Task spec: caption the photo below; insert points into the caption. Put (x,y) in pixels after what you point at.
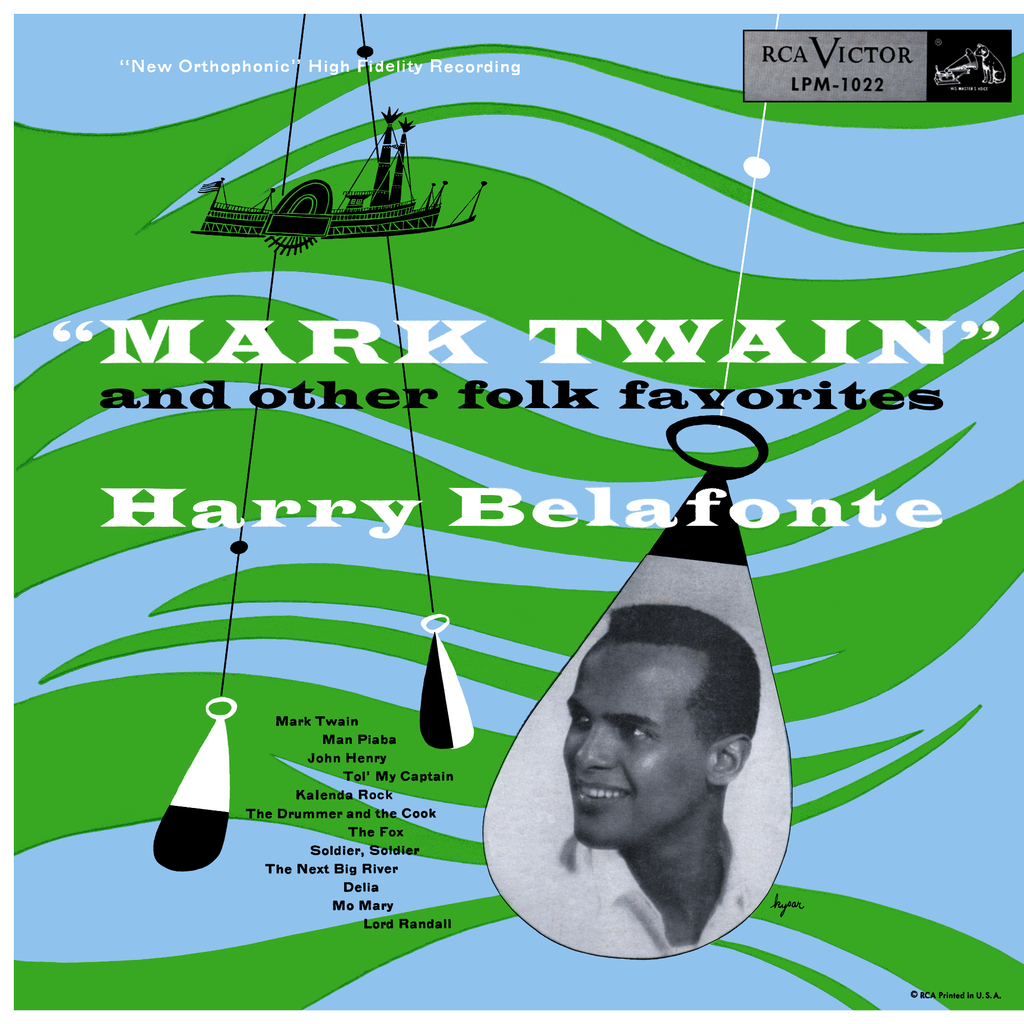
This is a picture of a poster (335,480) where there are words (363,829), symbol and a photo (730,572) of a person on the poster (498,334), and there are watermarks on the image.
